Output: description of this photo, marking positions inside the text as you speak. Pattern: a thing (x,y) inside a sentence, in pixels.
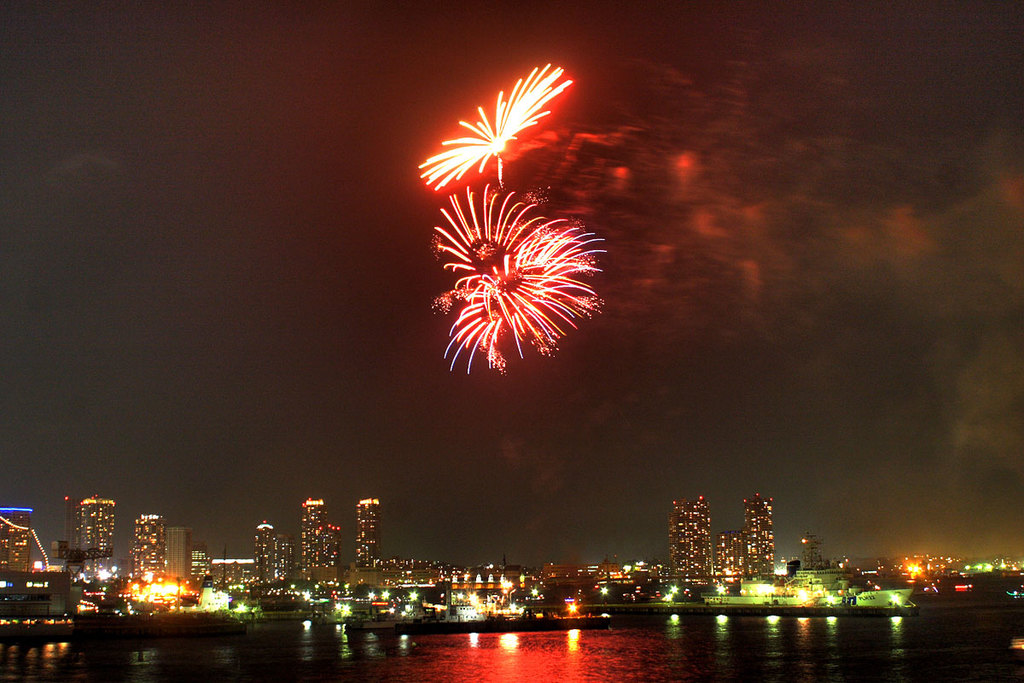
At the bottom of the picture (510,671), we see a water body (666,658). In the middle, we see ships (840,604). There are buildings (330,574), lights (347,586), street lights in the background (294,592). At the top (264,213), we see the sky (602,330) and we see the firecrackers (499,202) are lighted.
